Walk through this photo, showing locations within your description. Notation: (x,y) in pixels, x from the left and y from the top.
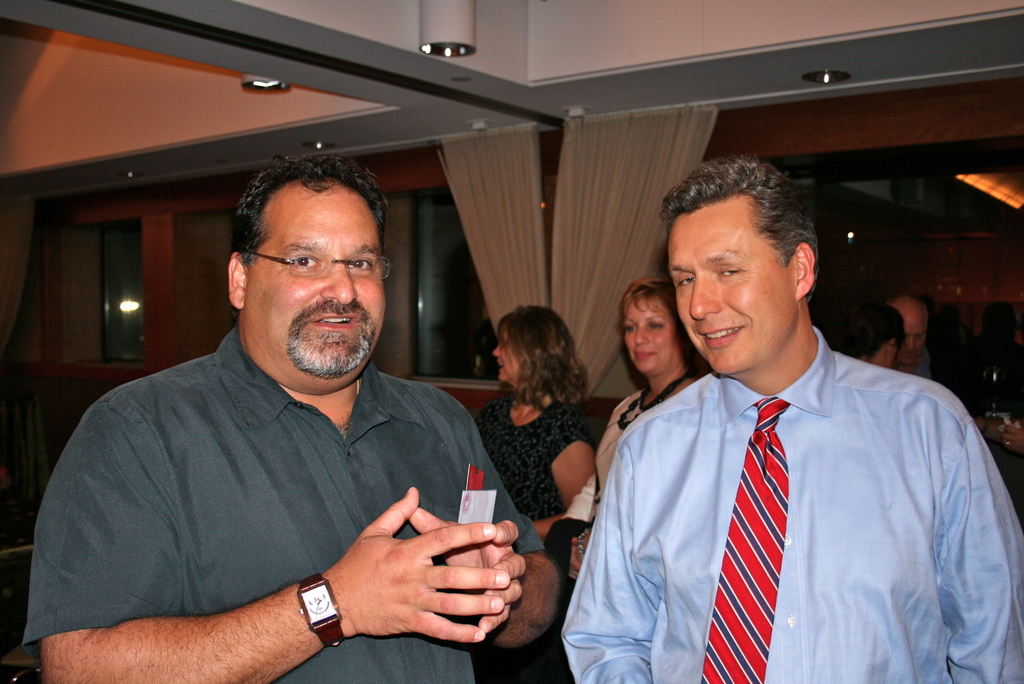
In this image I can see 2 men (395,602) standing in the front (239,586). There are other people (493,400) at the back (572,414) and there are curtains (616,249).
